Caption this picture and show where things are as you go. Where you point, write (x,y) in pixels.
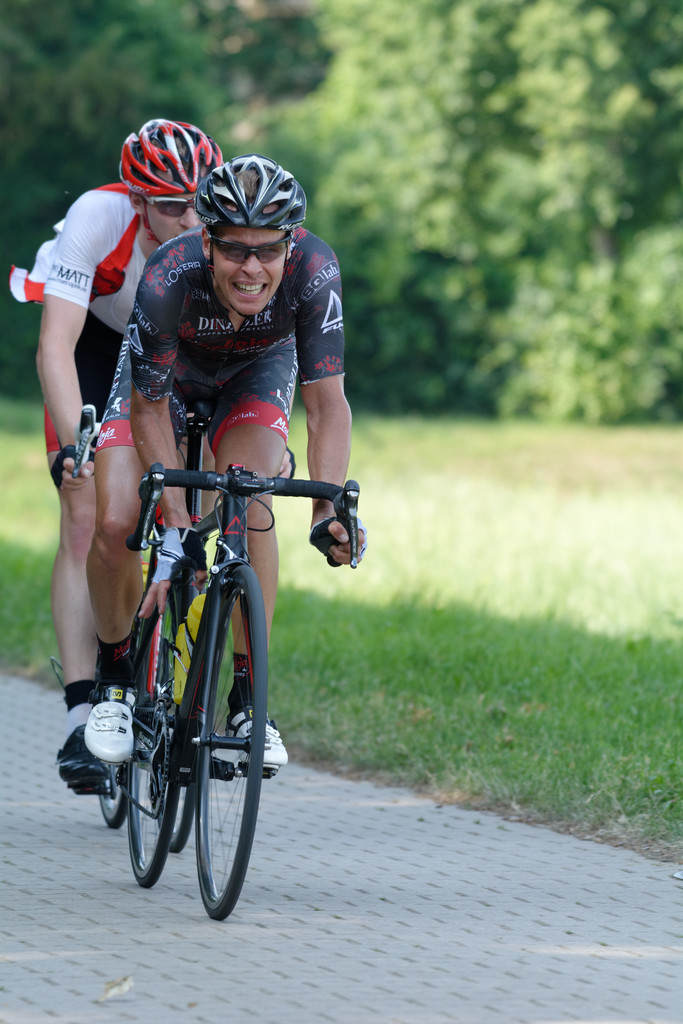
In this image I can see two people (115,499) riding the bicycle (171,771). These people (138,428) are wearing the different color dresses (20,295) and also helmets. To the side of these people (108,635) I can see the grass (413,596) and the trees (409,250).
